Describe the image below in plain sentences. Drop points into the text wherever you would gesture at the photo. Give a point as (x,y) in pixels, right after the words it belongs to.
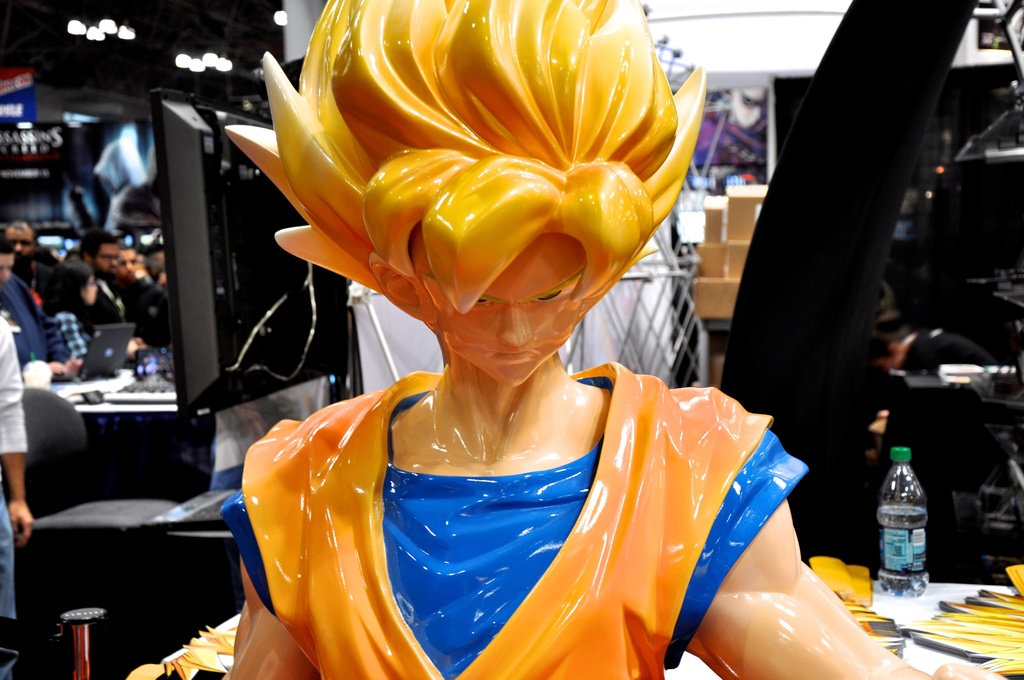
In this picture we can see a statue (403,157). On the table (930,589) we can see bottle (893,450), papers (981,609), laptop (111,354). At the top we can see lights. We can see persons (130,273) standing here near to the table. This is a television screen (279,253).
